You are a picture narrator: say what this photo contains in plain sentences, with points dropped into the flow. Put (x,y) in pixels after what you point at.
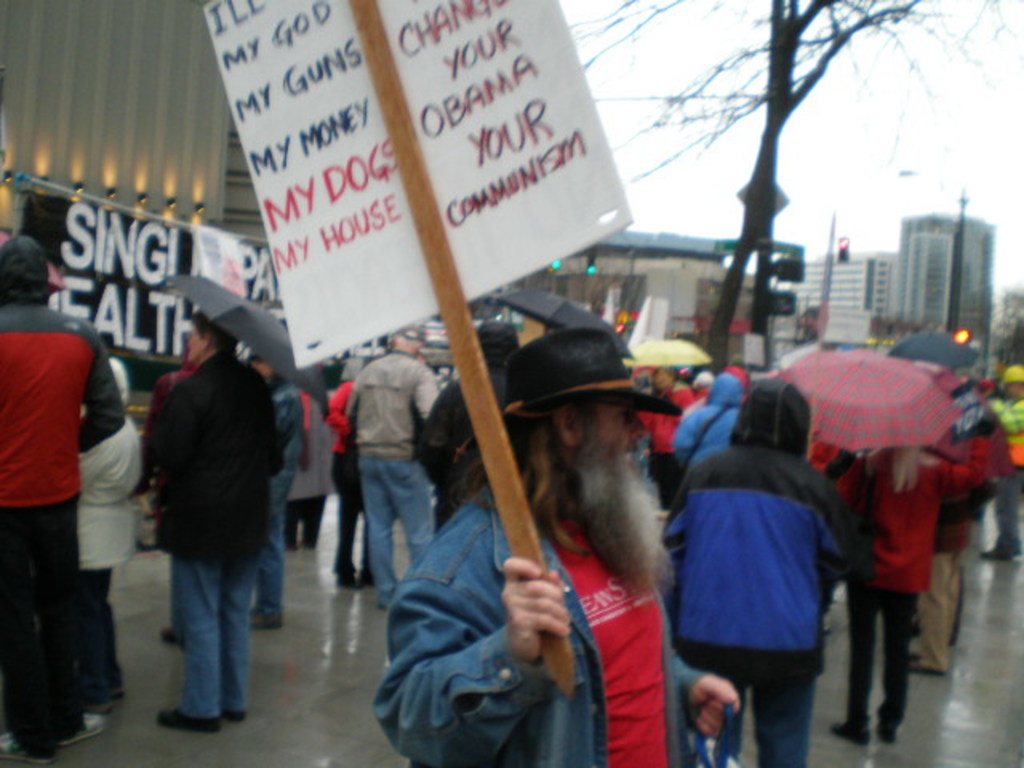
In this image there are people (481,474) standing, holding umbrellas (843,369) and a man (563,383) is holding a poster (483,247), in the background (779,50) there are buildings (974,239) trees (771,152) and the sky (859,96).
